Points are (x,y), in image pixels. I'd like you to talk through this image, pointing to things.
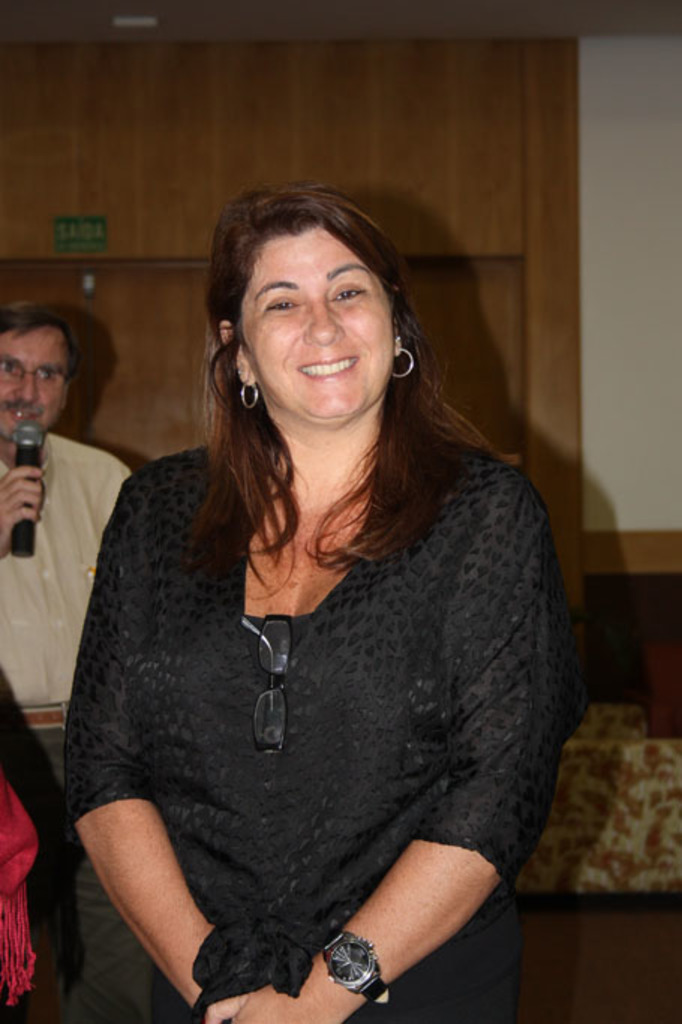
In this image we can see few persons (244,441). In the background (107,483), we can see a person (46,446) holding a mic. Behind the persons (429,420) we can see a wall (402,155).
